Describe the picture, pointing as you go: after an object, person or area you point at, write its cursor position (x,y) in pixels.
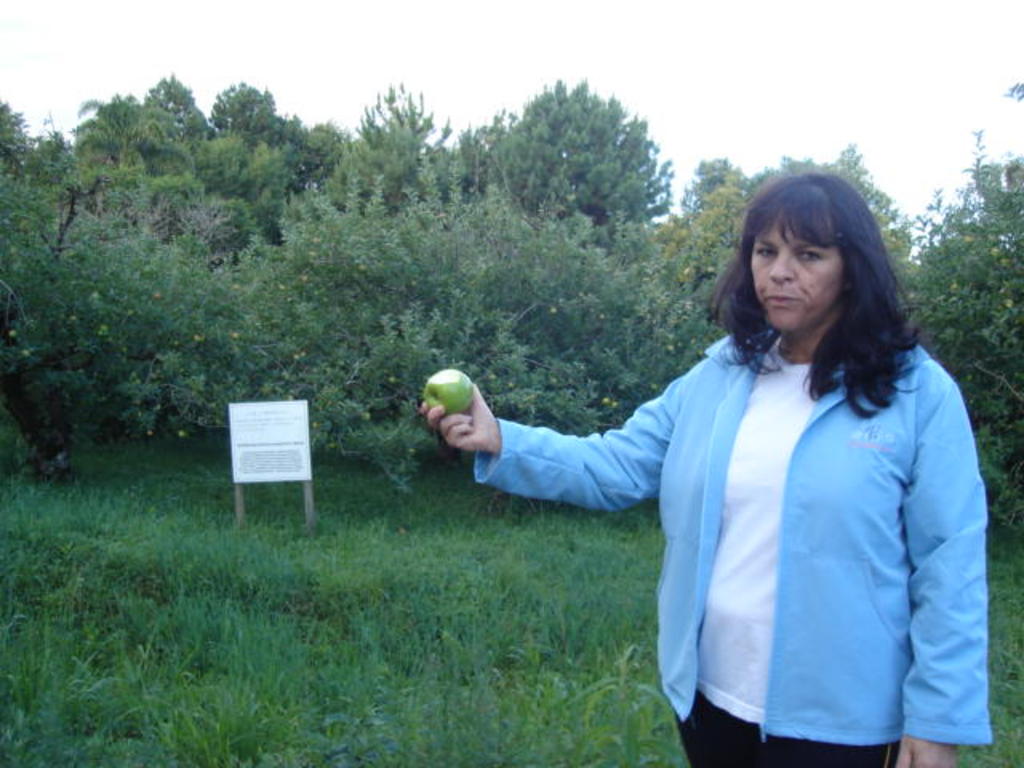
In this image we can see a person (808,541) standing and holding a fruit (450,394), there is a board (266,457) with text (274,462), grass (282,495), trees (555,270) and the sky (670,84) in the background (149,86).
